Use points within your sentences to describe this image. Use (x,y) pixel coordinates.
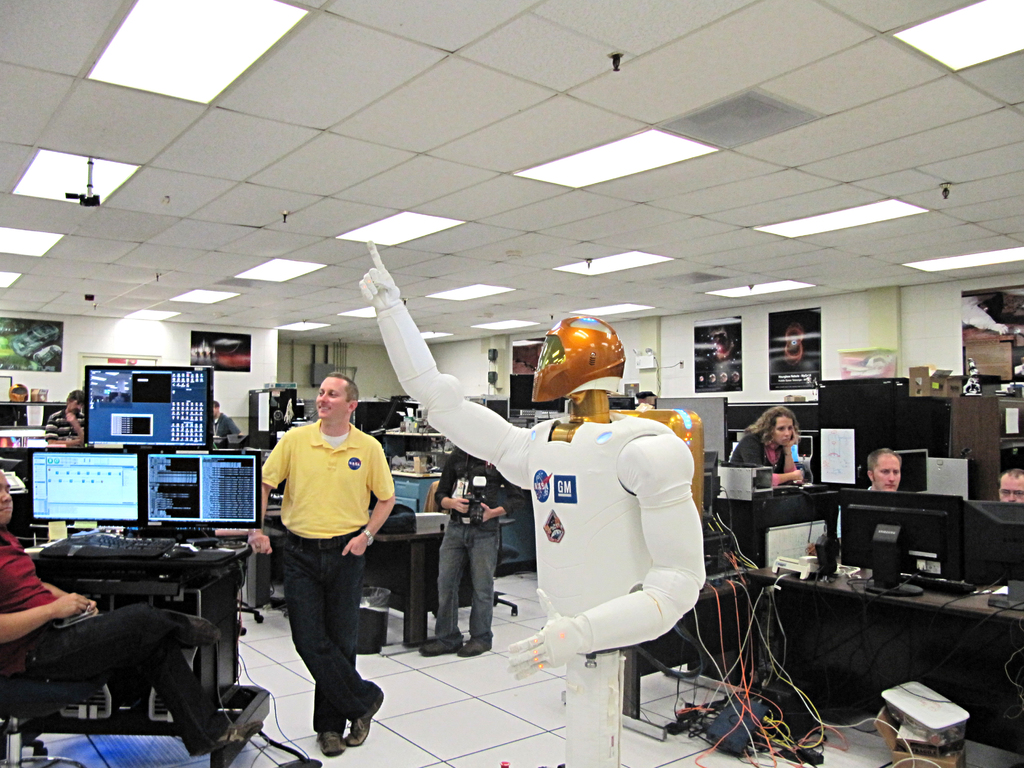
This is the picture of a room (987,271). In the foreground (651,557) it looks like a robot (649,528). At the back (787,448) there are group of people (318,481), few people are standing and few people (787,448) are sitting and there are computers (958,524) and devices (918,551) on the tables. At the back (31,336) there are posters (48,338) on the wall (933,345). At the top (80,192) there are lights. At the bottom (452,747) there is a floor (464,763).
